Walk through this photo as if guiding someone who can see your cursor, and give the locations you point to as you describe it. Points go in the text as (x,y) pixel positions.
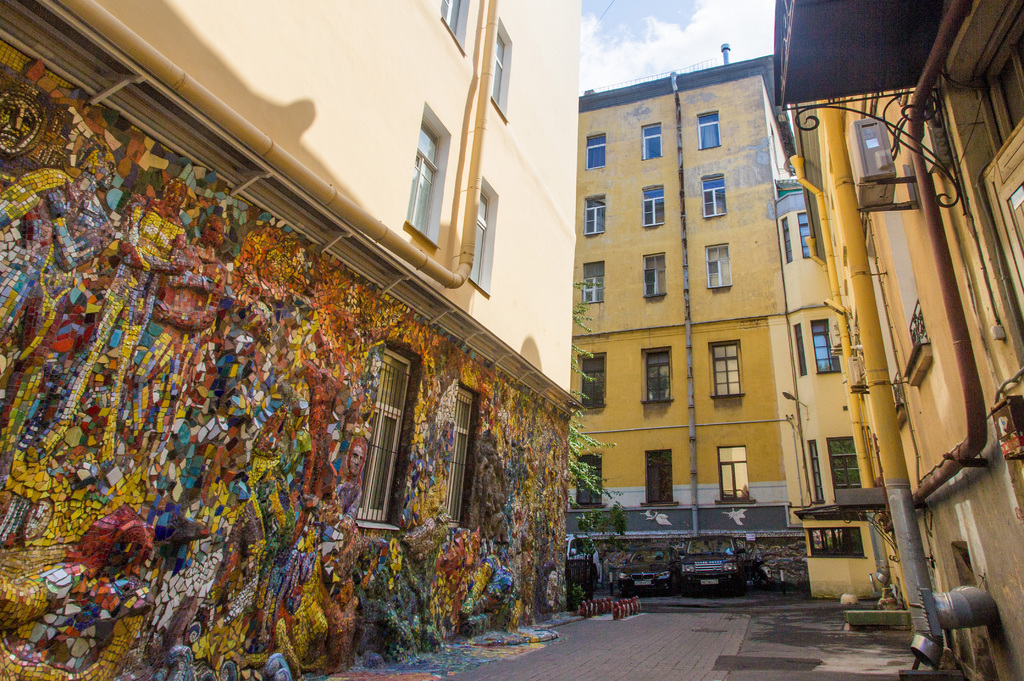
In this picture we can see some buildings (650,444), there are some vehicles (649,571) which are parked and top of the picture (646,39) there is cloudy sky (654,36).
